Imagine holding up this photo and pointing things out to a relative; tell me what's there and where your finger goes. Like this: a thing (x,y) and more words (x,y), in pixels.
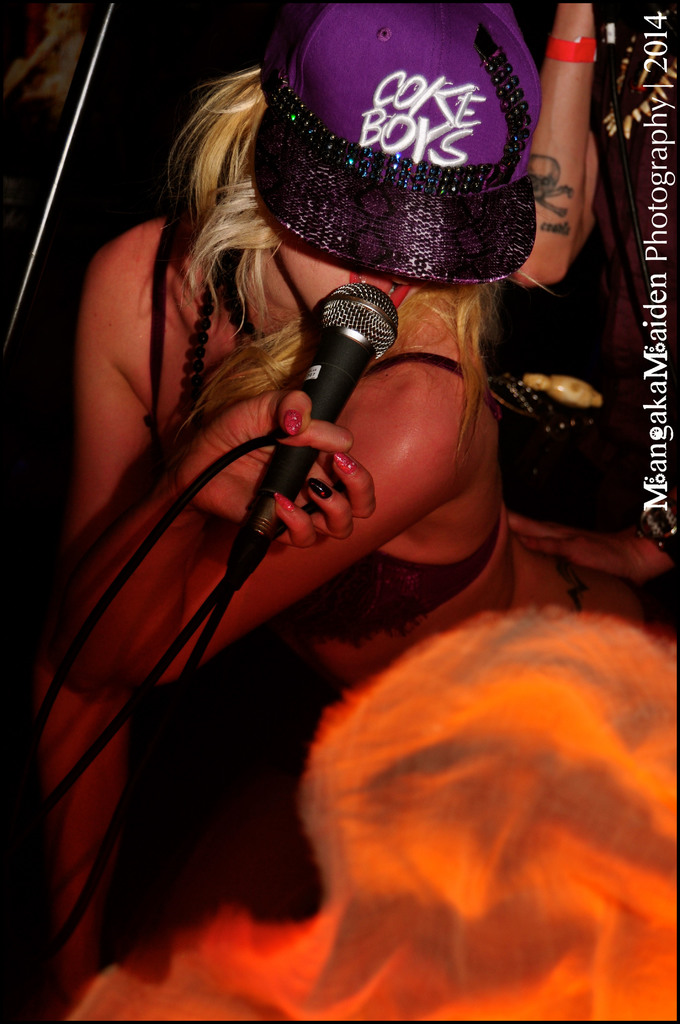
In this picture there is a woman (361,553) sitting and holding a mic (364,315) in her hand (250,499). She is singing. There is a person (590,222) and a bag (581,448) in the background (624,465).
